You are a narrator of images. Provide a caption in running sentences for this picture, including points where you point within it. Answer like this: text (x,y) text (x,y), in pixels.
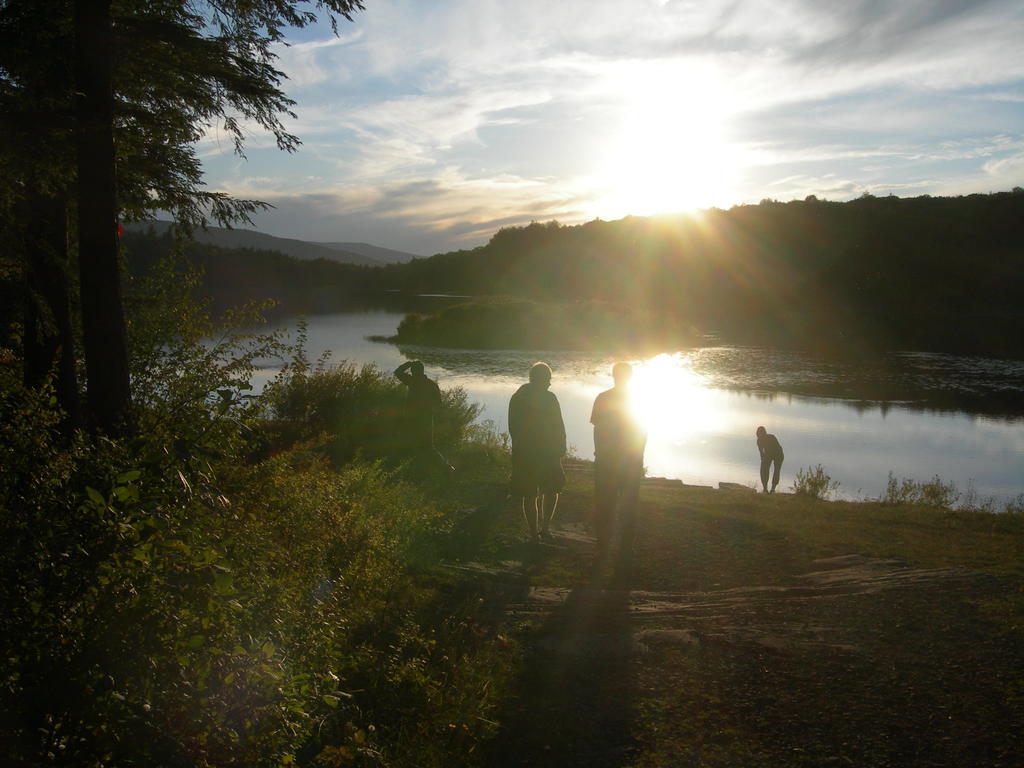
In this picture, we see people (542,483) standing. Beside them, there are trees (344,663). In front of them, we see water (731,429) and this water (643,403) might be in a lake (476,361). There are trees (595,276) and hills (351,259) in the background (259,259). At the top of the picture (446,168), we see the sky (419,133) and the sun (677,70).
